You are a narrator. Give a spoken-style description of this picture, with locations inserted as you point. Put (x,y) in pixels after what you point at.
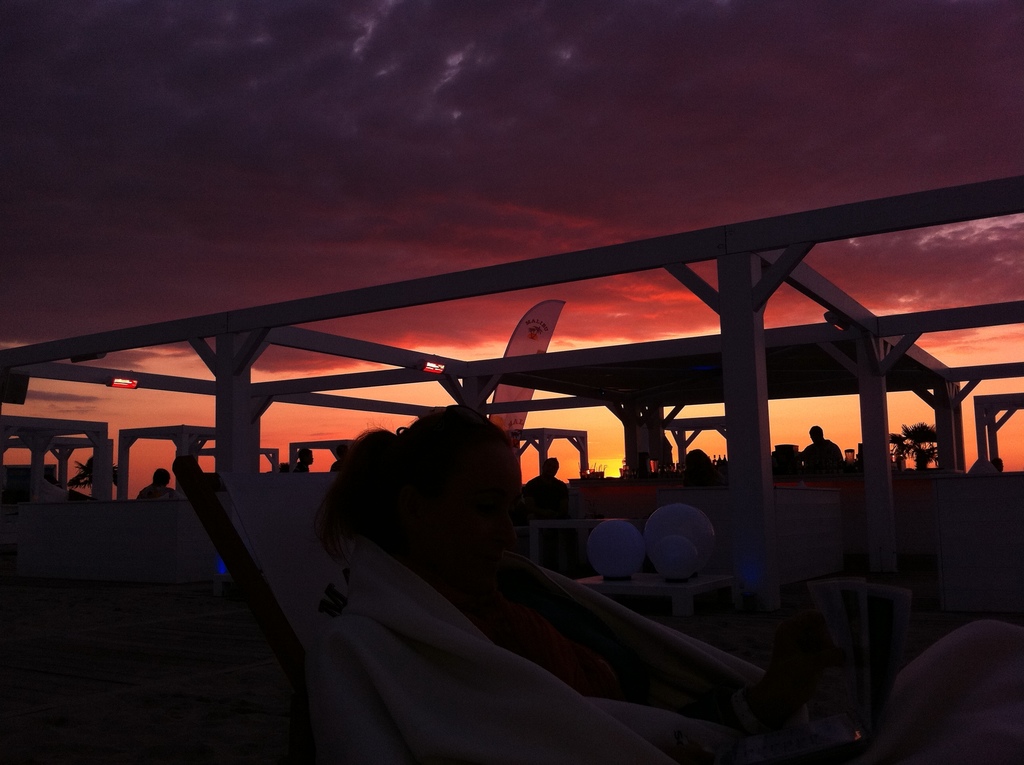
There is a lady (453,560) sitting on a chair (314,594) is wearing a towel (511,666). In the back (341,386) there are pillars (634,414). Also there are many people (827,440). There are tables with lamp (625,562). In the background (506,163) there is sky (528,185).
